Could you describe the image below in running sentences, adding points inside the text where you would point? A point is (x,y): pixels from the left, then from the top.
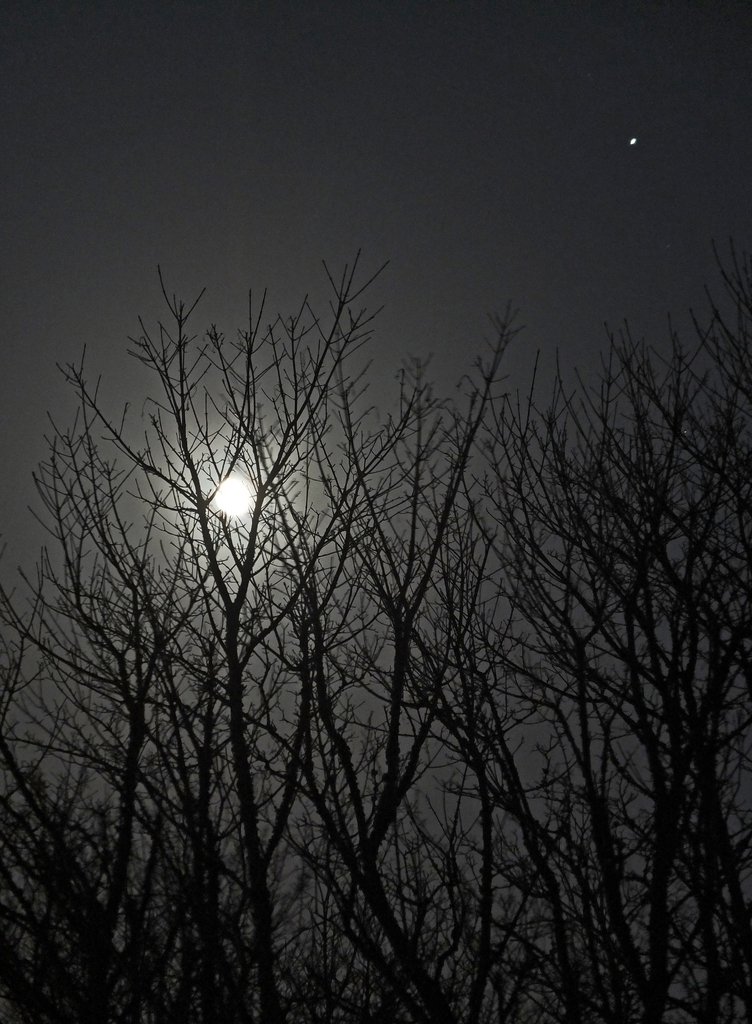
In this image we can see sky (464,143) and trees (469,690).
